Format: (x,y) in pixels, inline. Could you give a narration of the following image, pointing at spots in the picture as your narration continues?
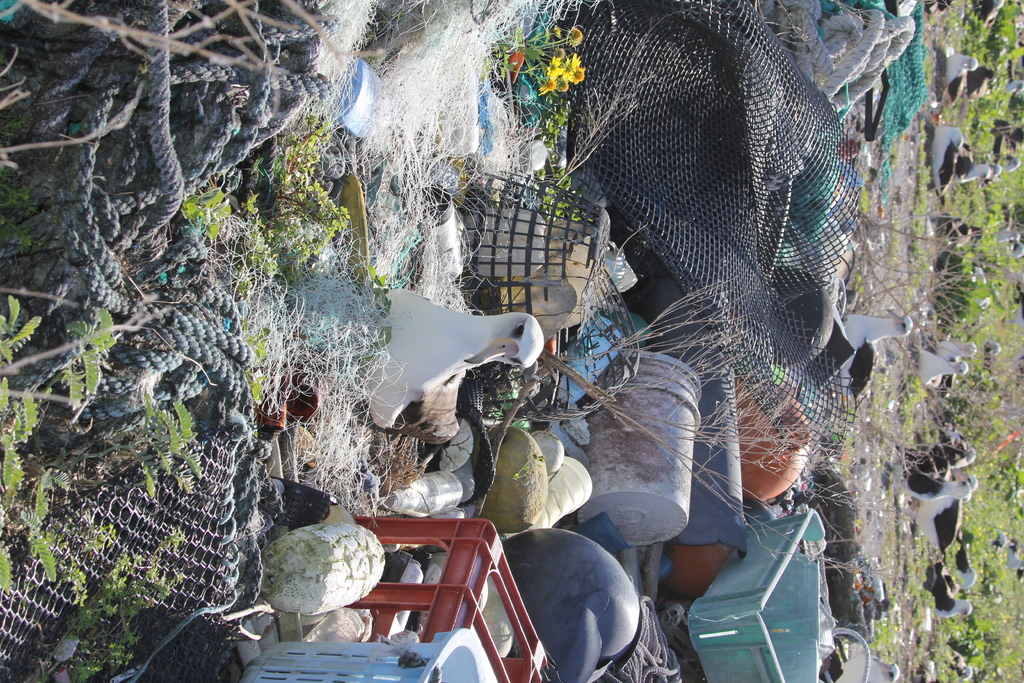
On the left side of the image (136,137) we can see a rope (142,224) and iron net (184,577). In the middle of the image (556,325) we can see a bird (474,362), net (431,190) and boxes (448,615). On the right side of the image (899,267) we can see birds (950,78), mud (908,200) and grass (927,419).
